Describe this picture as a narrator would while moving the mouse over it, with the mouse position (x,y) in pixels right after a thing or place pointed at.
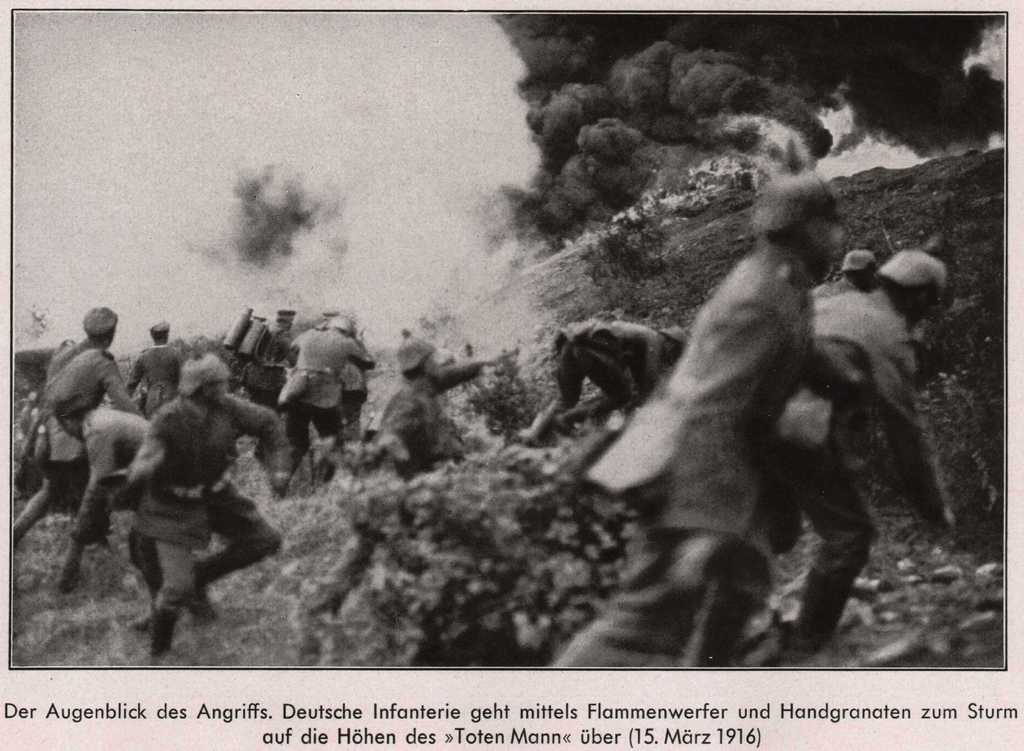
In the picture I can see people (410,437) on the ground (708,191), smoke (655,155) and some other objects (555,545). I can also see something written on the image. This picture is black and white in color.
